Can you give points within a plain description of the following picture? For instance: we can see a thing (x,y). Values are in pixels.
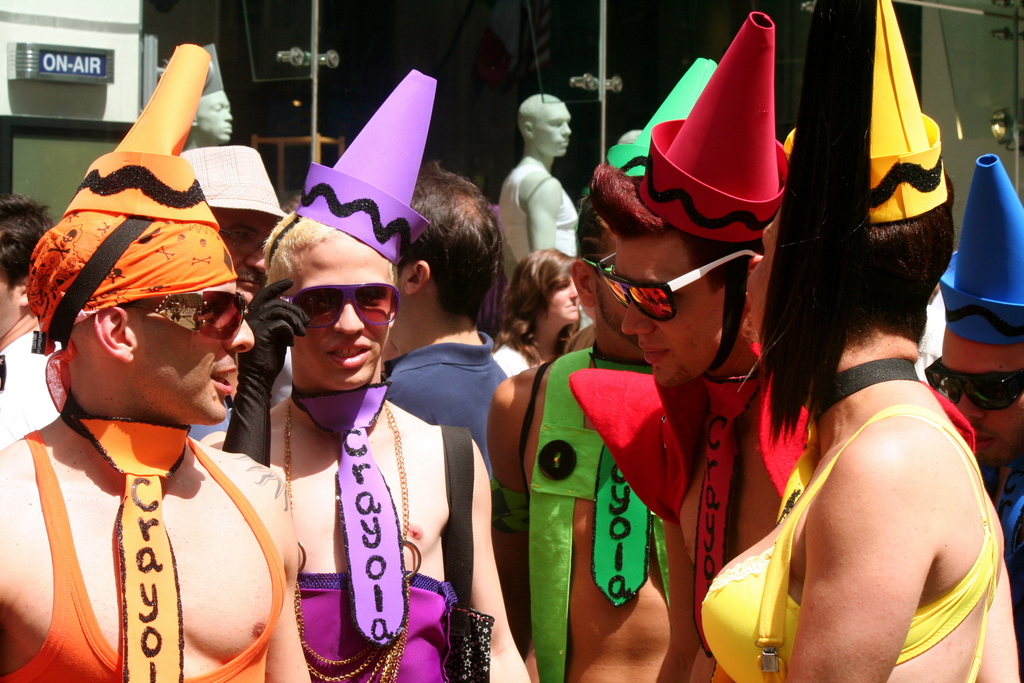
In the foreground of the picture (380,323) there are people (716,282) wearing different costumes (364,621). In the background (604,153) there are people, mannequins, glass door (472,45) and other objects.
